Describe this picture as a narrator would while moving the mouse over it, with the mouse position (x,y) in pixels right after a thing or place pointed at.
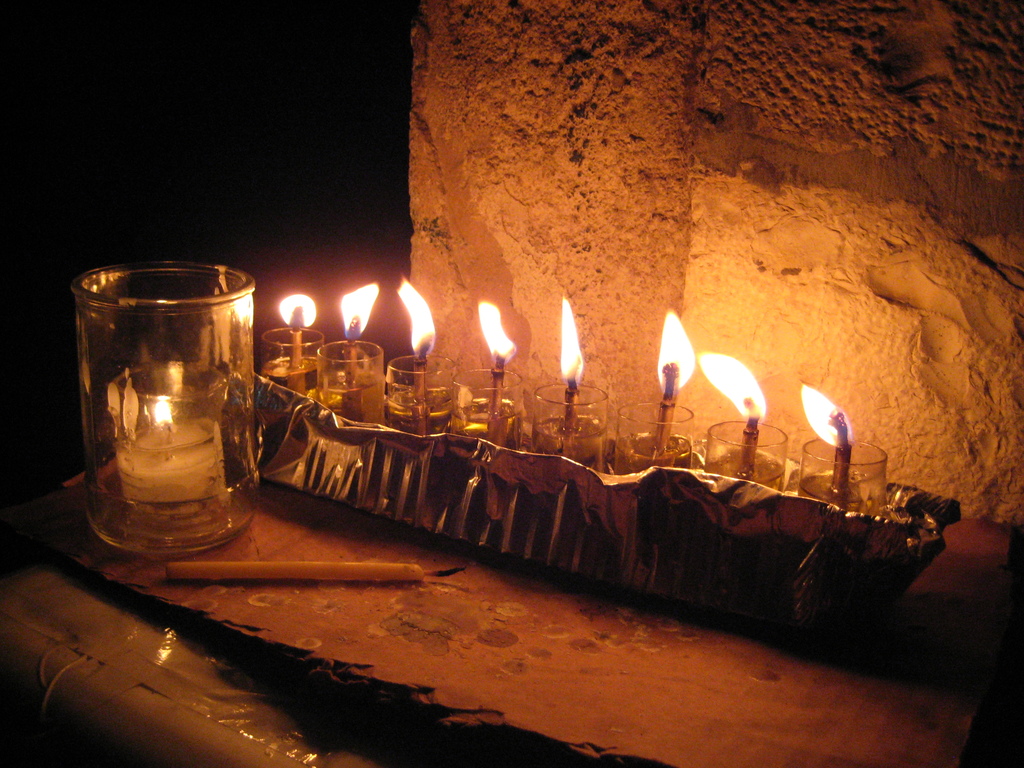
In the picture we can see a pan (255,404) to it, we can see some glasses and candles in it with light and beside it, we can see another glass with a candle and light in it and behind it we can see a wall (711,42).
